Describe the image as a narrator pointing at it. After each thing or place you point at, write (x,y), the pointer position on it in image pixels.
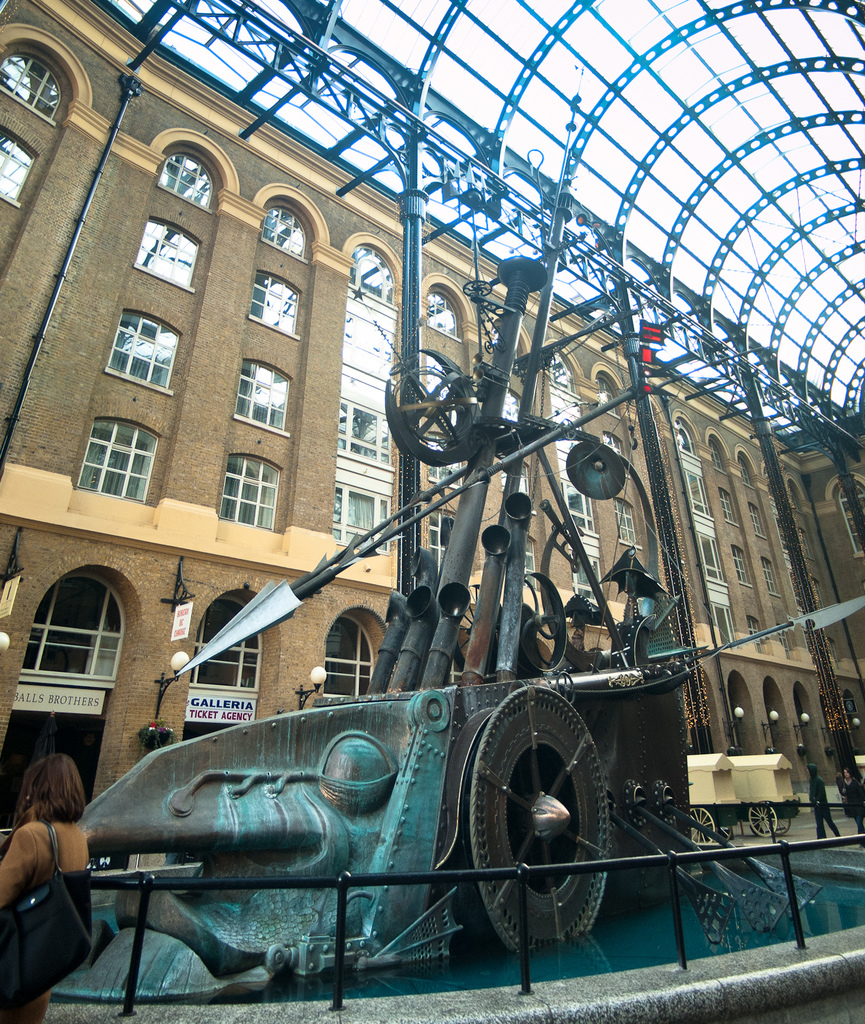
In the image we can see metal object (479,660). There are even two carts (714,798), there are even people (11,863) wearing clothes (80,861) and the left side person (23,878) is carrying a hand bag (60,916). Here we can see the wall (59,402) and the windows (271,471). There are even posters (202,716) and lamps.
